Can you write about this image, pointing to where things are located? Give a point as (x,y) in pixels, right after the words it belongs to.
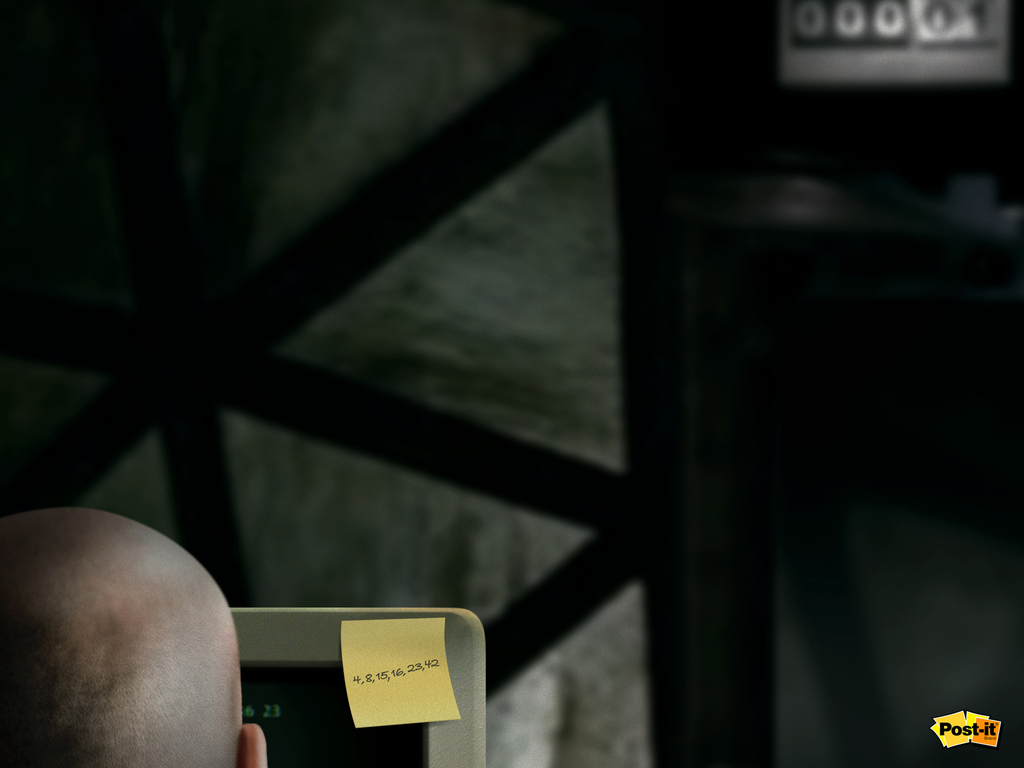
As we can see in the image there is a man (101,678) computer (309,737) and a wall (549,683).
